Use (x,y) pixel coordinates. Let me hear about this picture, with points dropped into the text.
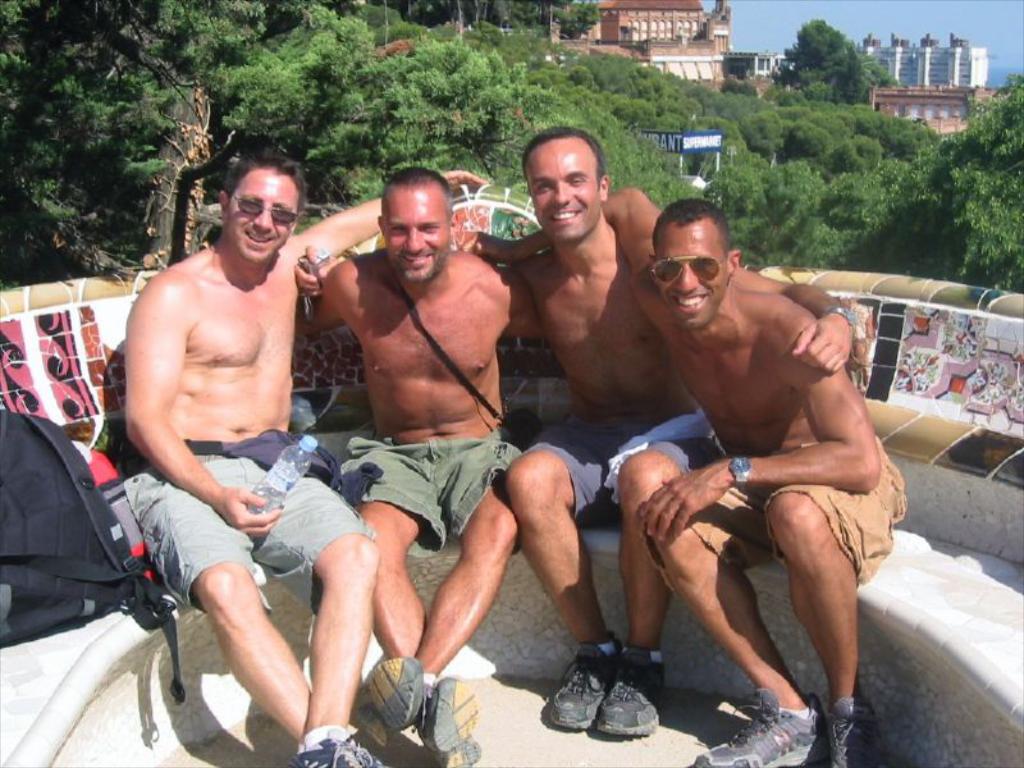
In this image I can see few people (493,335) sitting and one person (263,419) is holding bottle (275,503). I can see bags (47,504). Back I can see trees (629,89) and buildings (933,90). The sky (867,33) is in blue color.
